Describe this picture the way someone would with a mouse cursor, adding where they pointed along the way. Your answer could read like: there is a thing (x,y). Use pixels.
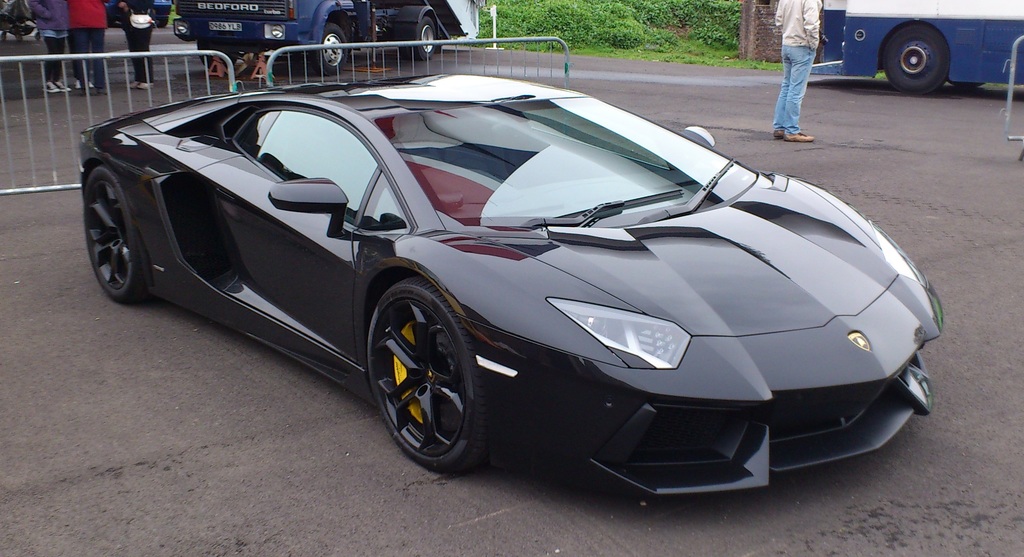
In this picture I can see vehicles (463,242) on the road (892,158), there are barriers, group of people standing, there are plants (558,26).
